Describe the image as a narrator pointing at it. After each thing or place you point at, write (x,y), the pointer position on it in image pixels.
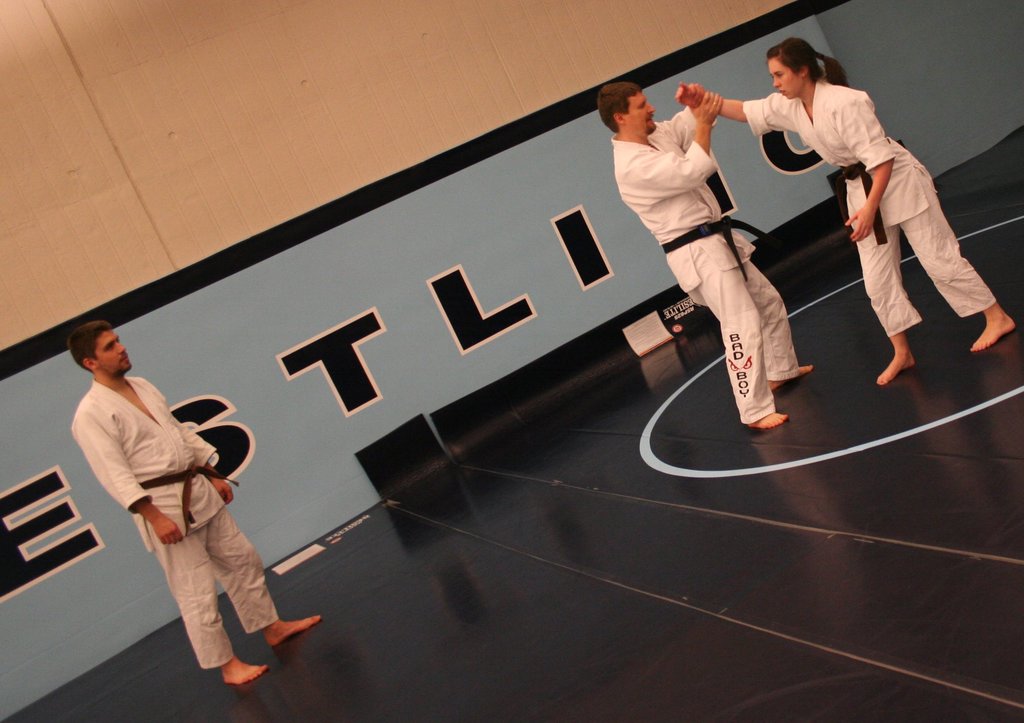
In this image there are three people (214,541) standing. To the left (190,493) there is a man (161,488) standing. To the right (866,185) there is a woman (852,146) and a man (702,214) standing. The man (718,101) is holding the hand (685,91) of the woman (784,105). Behind them there is a wall (349,130). There is text (344,364) on the wall (51,479).
